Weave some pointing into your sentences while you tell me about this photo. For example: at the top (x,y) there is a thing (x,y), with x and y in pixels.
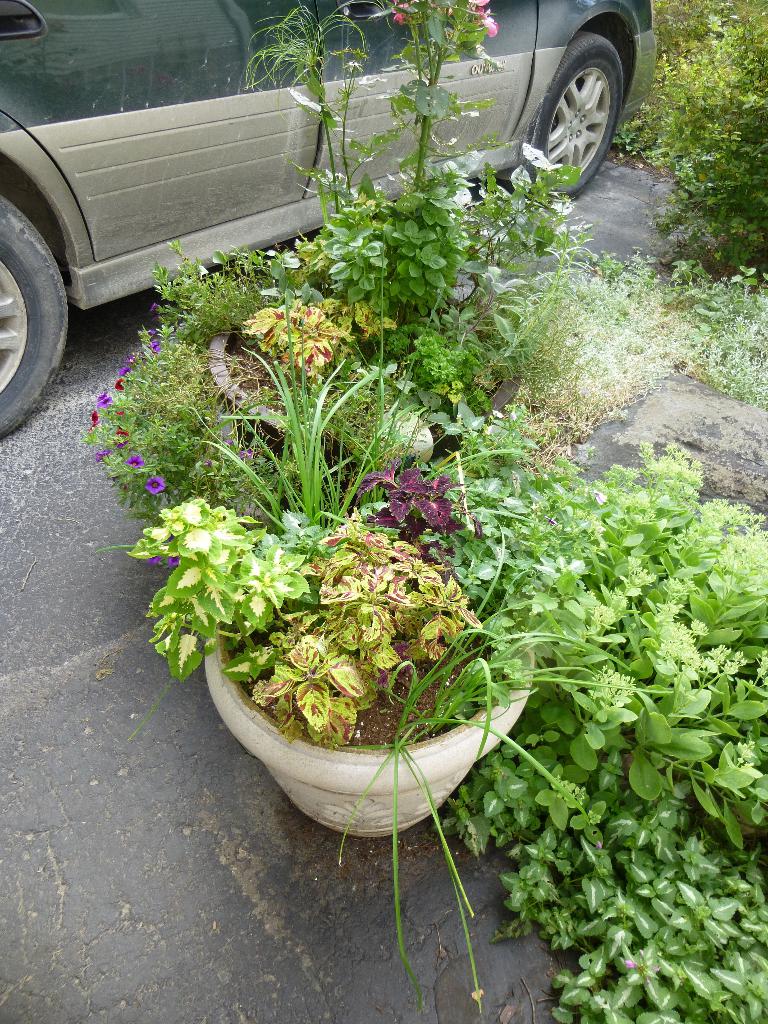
In this picture, we see the flower plants (678,920) and the herbs (641,721). We see the flowers (124,434) in violet and pink color. At the top (152,111), we see the car (204,160) in green and grey color is parked on the road (45,993). At the bottom (148,937), we see the road (197,799).
